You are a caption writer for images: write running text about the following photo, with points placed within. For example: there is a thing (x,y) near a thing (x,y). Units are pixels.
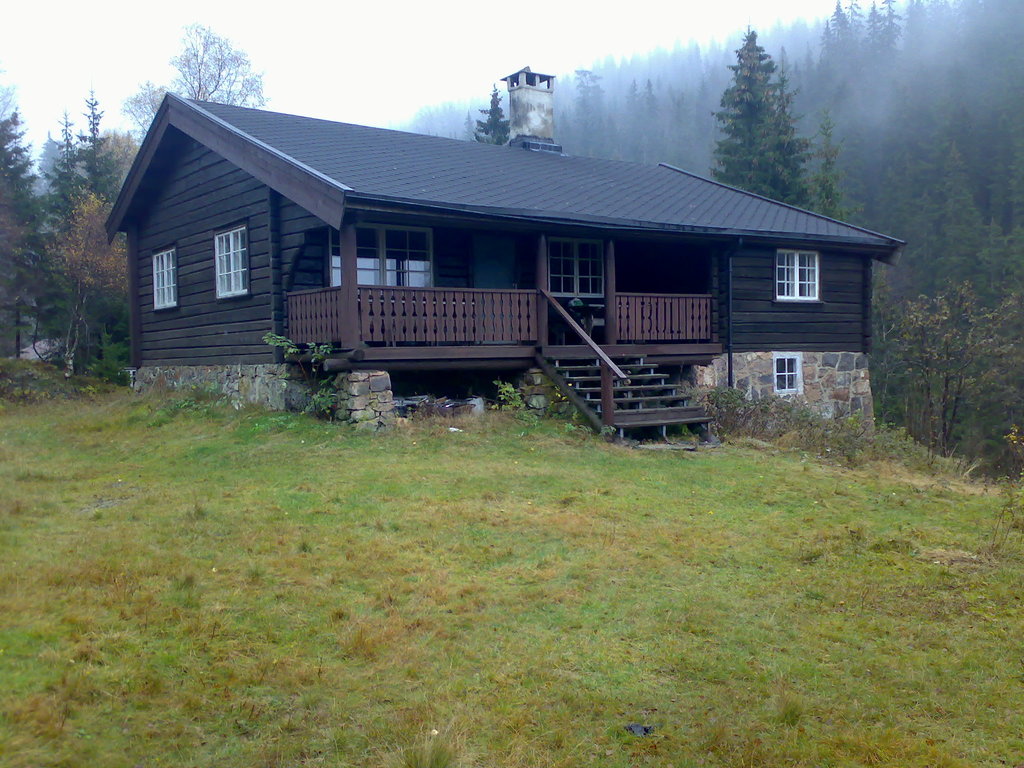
In this image, this looks like a house (363,280) with the windows (378,271) and stairs (653,401). I can see the grass (447,609). In the background (86,282), these are the trees (97,216) with branches (83,324) and leaves (944,312).
